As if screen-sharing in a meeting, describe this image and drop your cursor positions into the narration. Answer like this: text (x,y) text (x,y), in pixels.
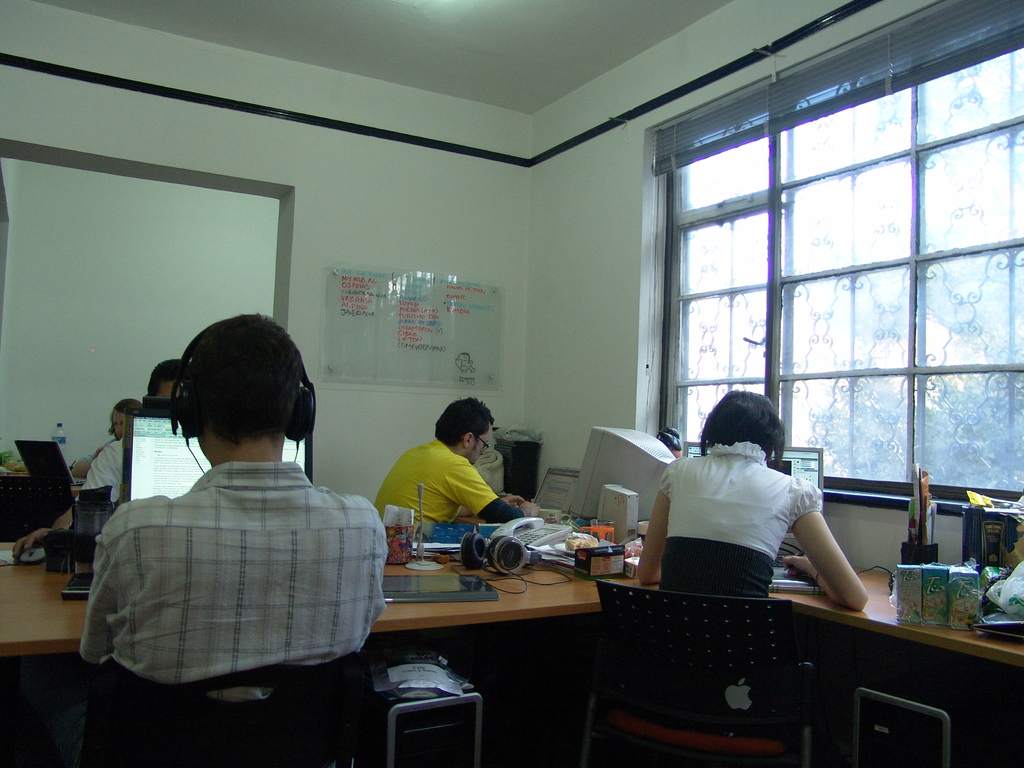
In this image I can see few people (75,697) are sitting on chairs (21,498). I can also see laptops (52,466), computers (599,502) and few more stuffs (549,527) on these tables (25,611).
